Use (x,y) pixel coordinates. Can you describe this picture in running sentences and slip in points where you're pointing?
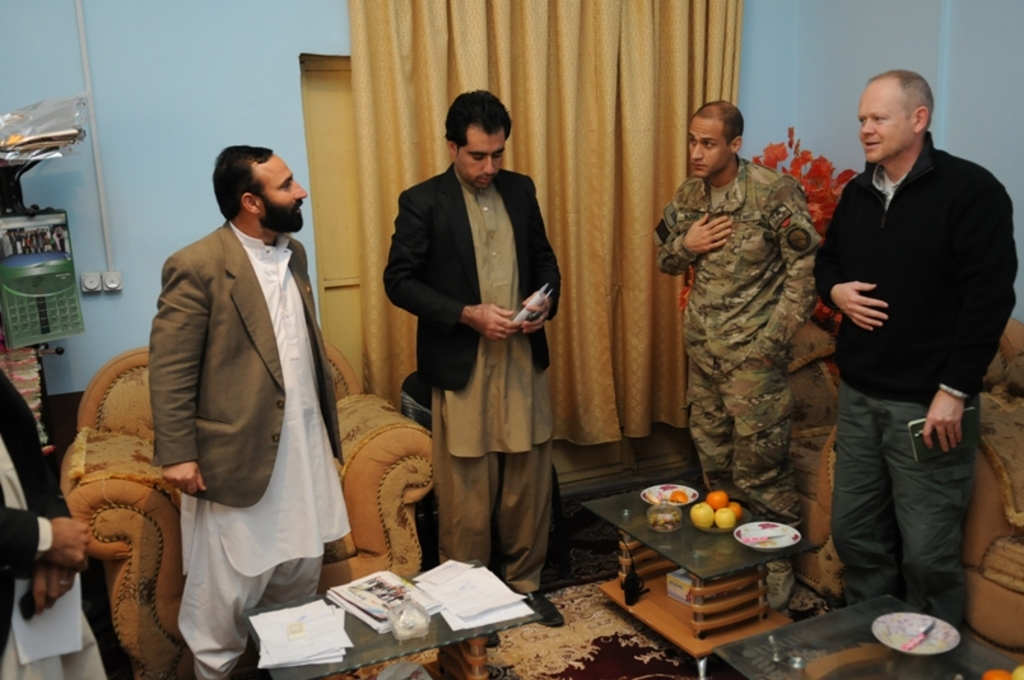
In this image, we can see people (535,192) standing and one of them is wearing an uniform (758,249) and some are holding objects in their hands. In the background (386,35), there is a curtain (423,80), door (344,93), a pipe (103,196) and some objects (35,213) on the table (854,634) and we can see couches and some fruits (727,521), papers (482,617), plates (910,629) and a knife (924,635) and some other objects (775,650) on the stands (722,640). At the bottom (570,657), there is a carpet (558,651).
